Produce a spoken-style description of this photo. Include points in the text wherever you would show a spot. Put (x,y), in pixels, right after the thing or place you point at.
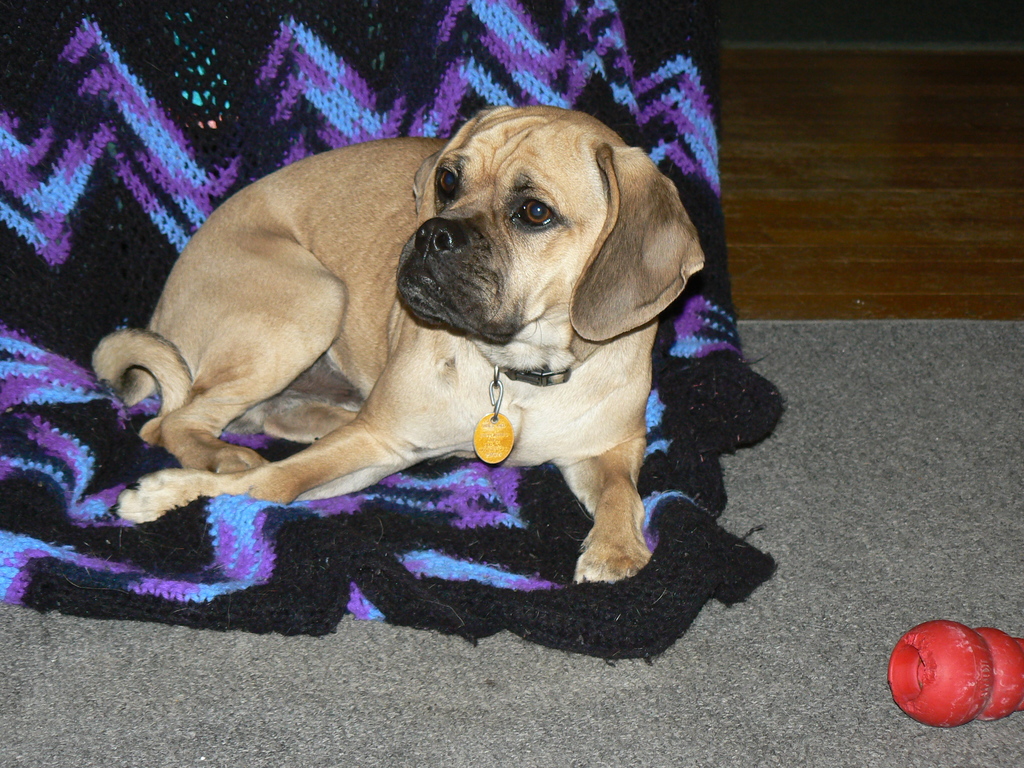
In this image I can see the dog (334,343) in brown color and the dog (340,301) is on the cloth (102,264). The cloth (102,264) is in black, blue and purple color. In front (962,668) I can see an object (924,689) in red color.
